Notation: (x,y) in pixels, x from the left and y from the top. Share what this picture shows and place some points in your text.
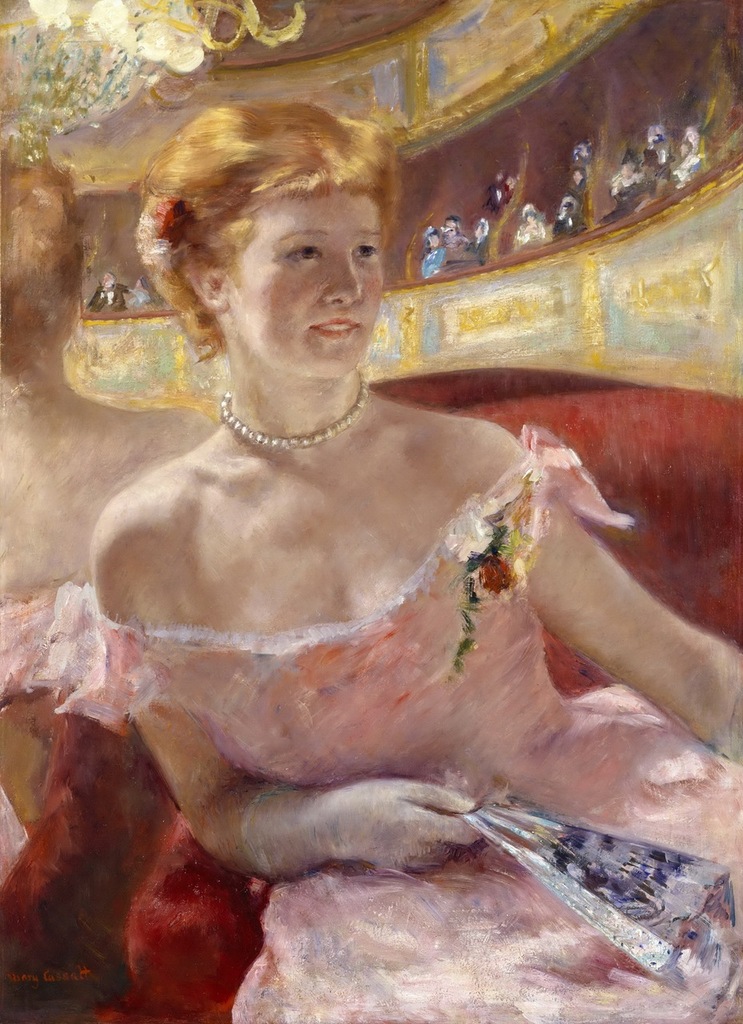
In this picture there is a painting (461,565). In that I can see the woman (488,509) who is wearing a pink dress (485,716) and holding a fan (670,947). On the right (637,176) I can see some people (693,140) were standing on the first floor (567,161) near to the chairs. At the top left corner (43,50) there is a chandelier (44,21).
